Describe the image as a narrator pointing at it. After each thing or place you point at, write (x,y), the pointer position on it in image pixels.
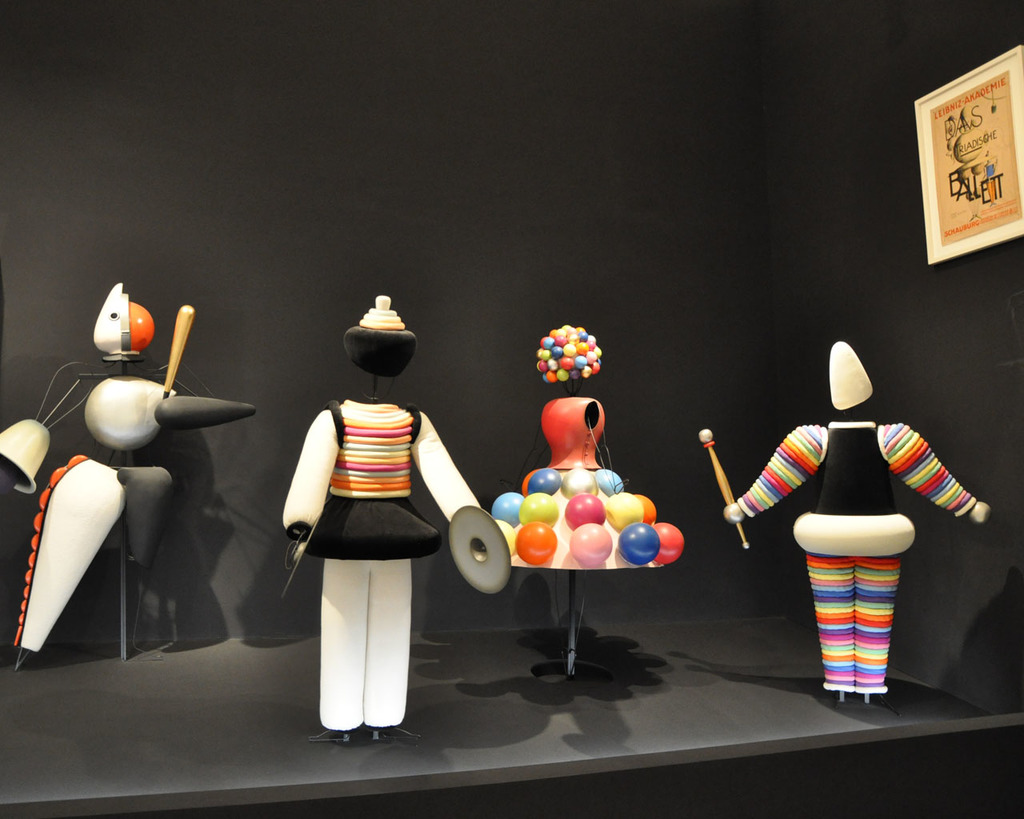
In this image we can see figurines (398,540) placed on the table (705,686). On the right (1010,212) there is a board (982,198).
